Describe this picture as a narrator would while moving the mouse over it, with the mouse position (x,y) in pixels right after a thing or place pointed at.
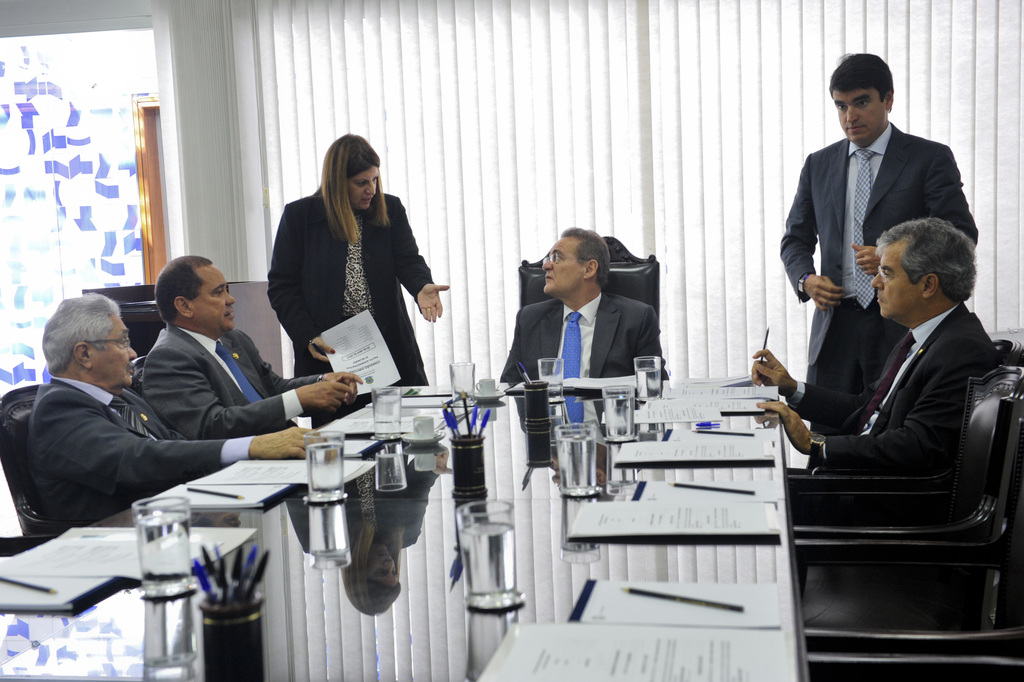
Few persons (579,333) sitting on the chair (524,293). These two persons (299,265) standing. This person (389,347) holding paper (365,376). We can see table (389,504) on the table (382,493) we can see glasses (485,533), pens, books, papers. On the background (10,298) we can see glass window (39,101), wall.
